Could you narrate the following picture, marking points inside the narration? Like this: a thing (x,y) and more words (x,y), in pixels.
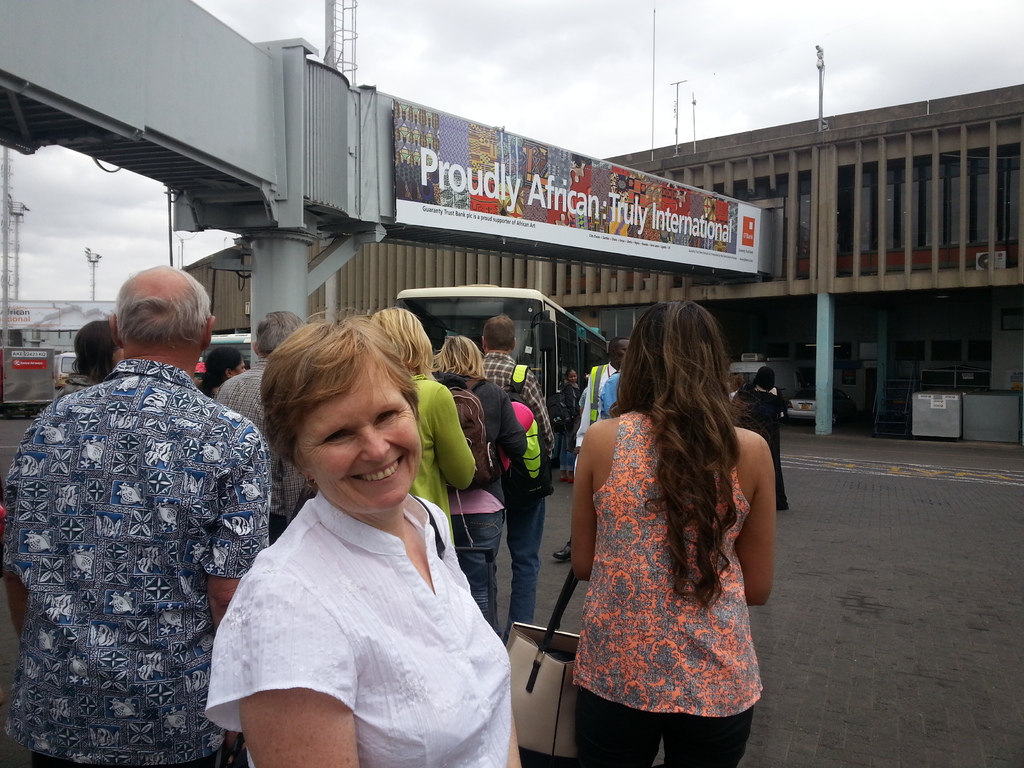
In this image we can see a group of people (596,443) standing on the ground (814,641). In the background (550,333), we can see some vehicles (494,314) parked on the ground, metal frames (313,260), buildings (942,265) and the sky (639,59).
